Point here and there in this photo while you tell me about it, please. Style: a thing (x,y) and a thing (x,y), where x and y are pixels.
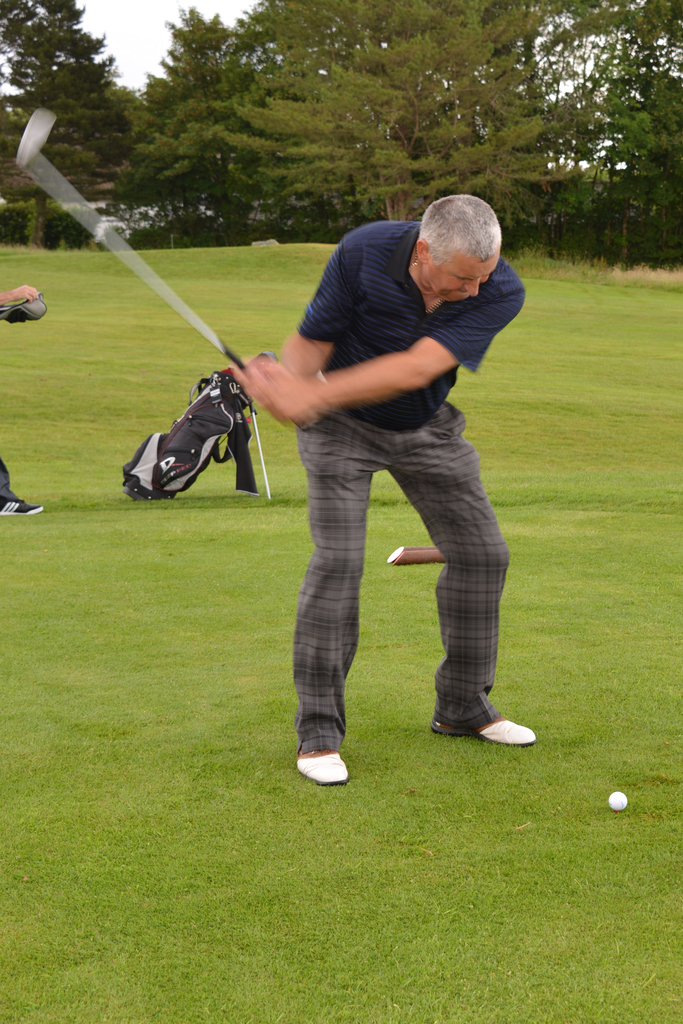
In this image we can see a person (317,446) wearing blue color T-shirt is holding a golf bat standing on the lawn (532,820), here we can see a ball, bag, a person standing here and trees (374,197) in the background (76,162).
